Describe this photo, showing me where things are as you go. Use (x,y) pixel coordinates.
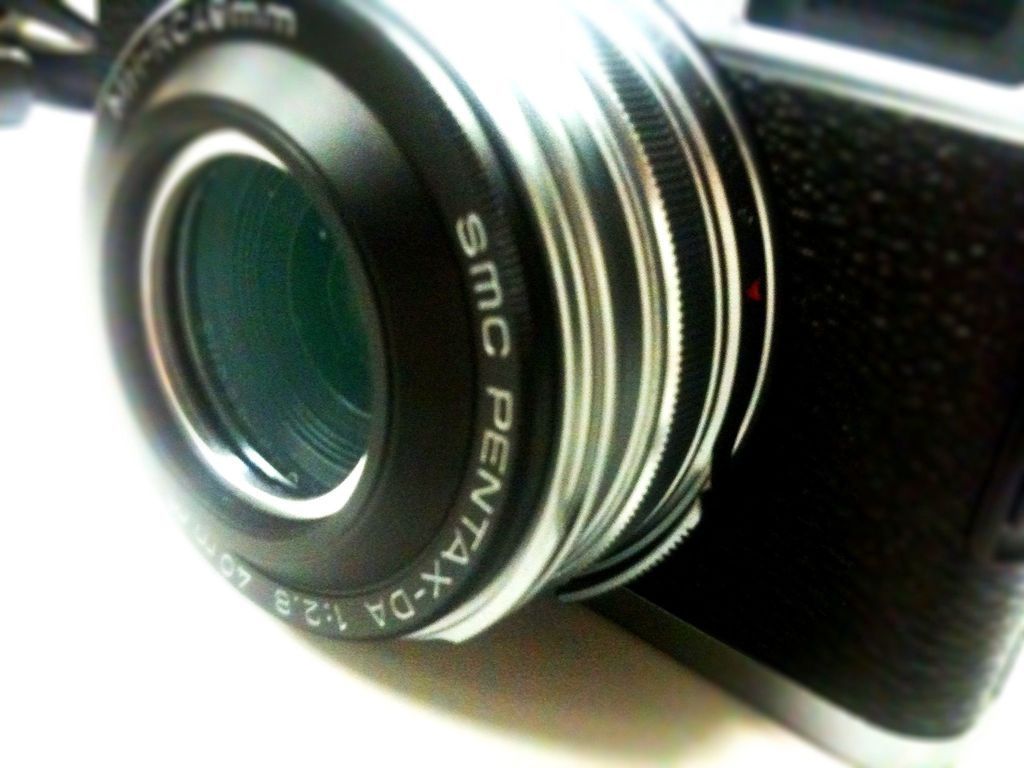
In this picture we can see a camera (904,709) placed on a platform (195,624).
